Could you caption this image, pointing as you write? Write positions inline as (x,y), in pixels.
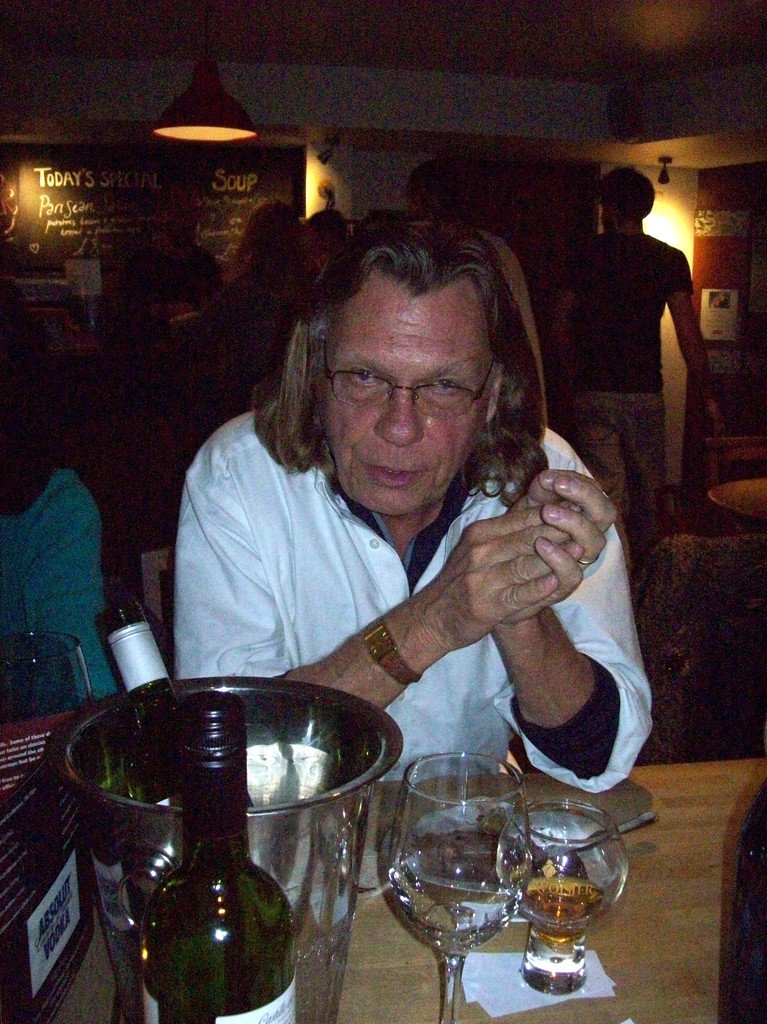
In this image, we can see a person (329,653) is sitting and seeing. He wore glasses (452,409). At the bottom (462,999), there is a wooden table (513,934). Glasses (433,877), bottle (243,941), bucket (309,906) and few objects (4,841) are placed on it. Background (701,253) we can see few people (35,523), wall (710,211), posters (39,249), some text (67,204) and light focus (687,237) on the wall (668,222). Top of the image (391,42), we can see the ceiling (382,24).
